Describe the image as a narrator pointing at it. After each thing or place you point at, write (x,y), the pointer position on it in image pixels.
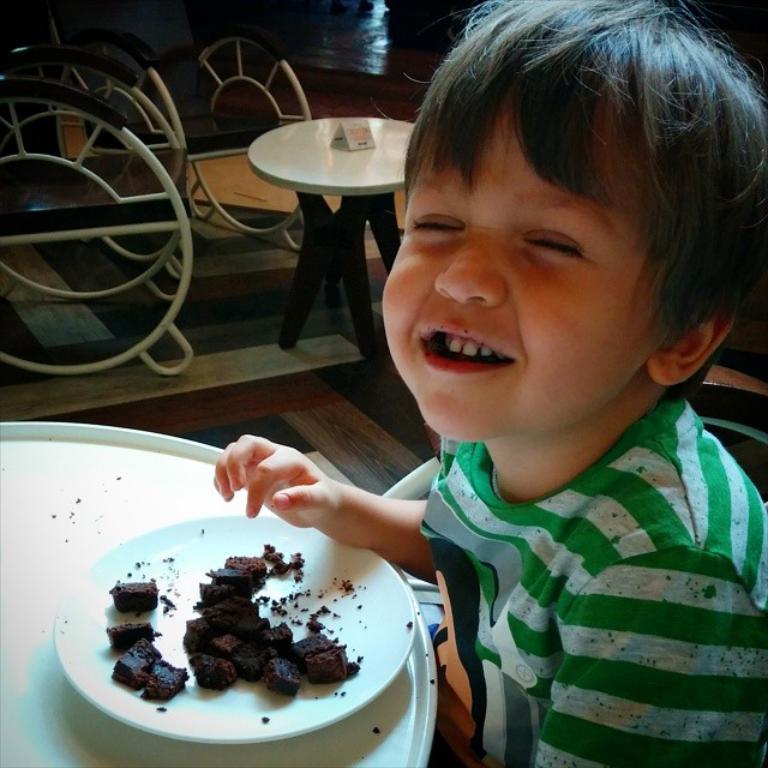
As we can see in the image, there is a boy (547,526) sitting on chair (395,489). He is wearing green color dress (555,623) and laughing. In front of the boy (578,608) there is a plate (187,559). In plate (194,602) there are cake pieces (225,662) and in the background (212,131) there are chairs (225,105).
